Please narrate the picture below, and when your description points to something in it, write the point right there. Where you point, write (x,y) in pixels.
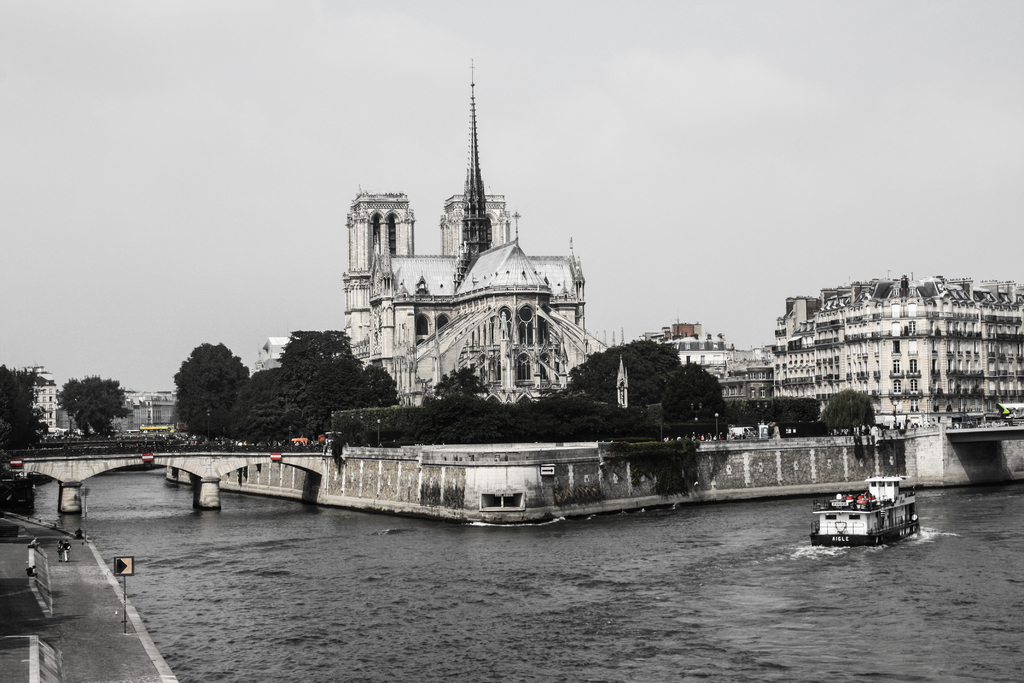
In this image we can see buildings (170,399), trees (452,415). There is a bridge (36,463). There is a ship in water (435,577). At the top of the image (668,150) there is sky (383,89).
